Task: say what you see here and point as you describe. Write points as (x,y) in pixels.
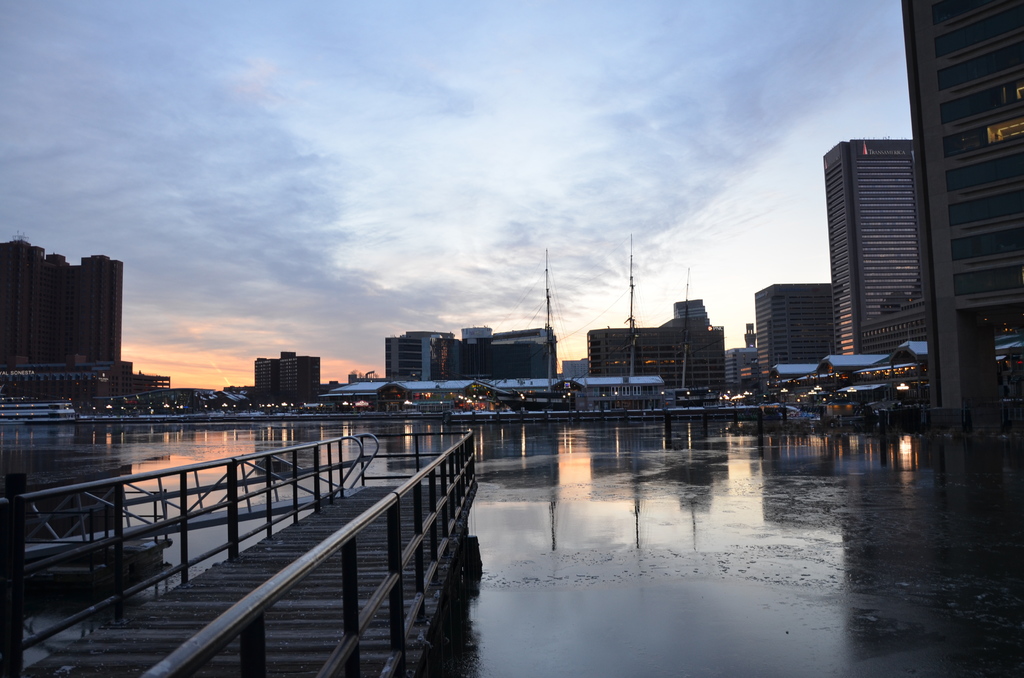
This image is taken during the evening time. In this image we can see the buildings (501,332), houses (612,387), lights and also the poles (551,360) with the wires (551,309). We can also see the bridge (323,533), boat (546,408) and also the water (164,423). In the background (491,250) we can see the sky (597,156) with some clouds (590,283).
